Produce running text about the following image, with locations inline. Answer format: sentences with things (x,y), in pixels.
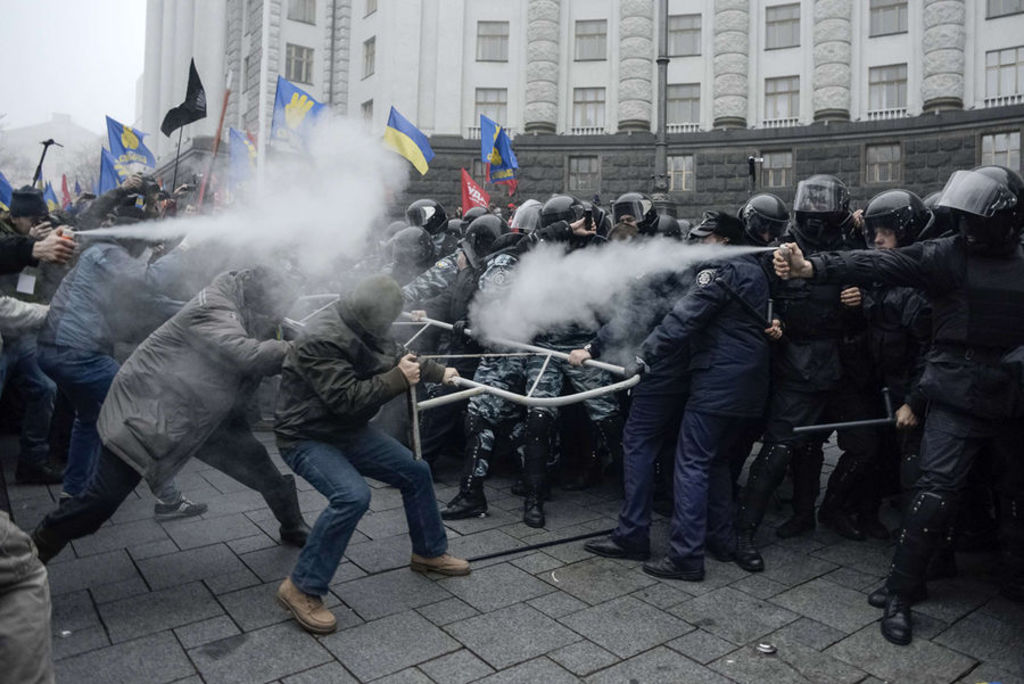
In the center of the picture (503,310) there are soldiers (400,268), people (48,242), flags (106,156), stick (45,151), smoke (256,267) and other objects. In the background (693,101) there are buildings (565,100) and trees (75,170).
